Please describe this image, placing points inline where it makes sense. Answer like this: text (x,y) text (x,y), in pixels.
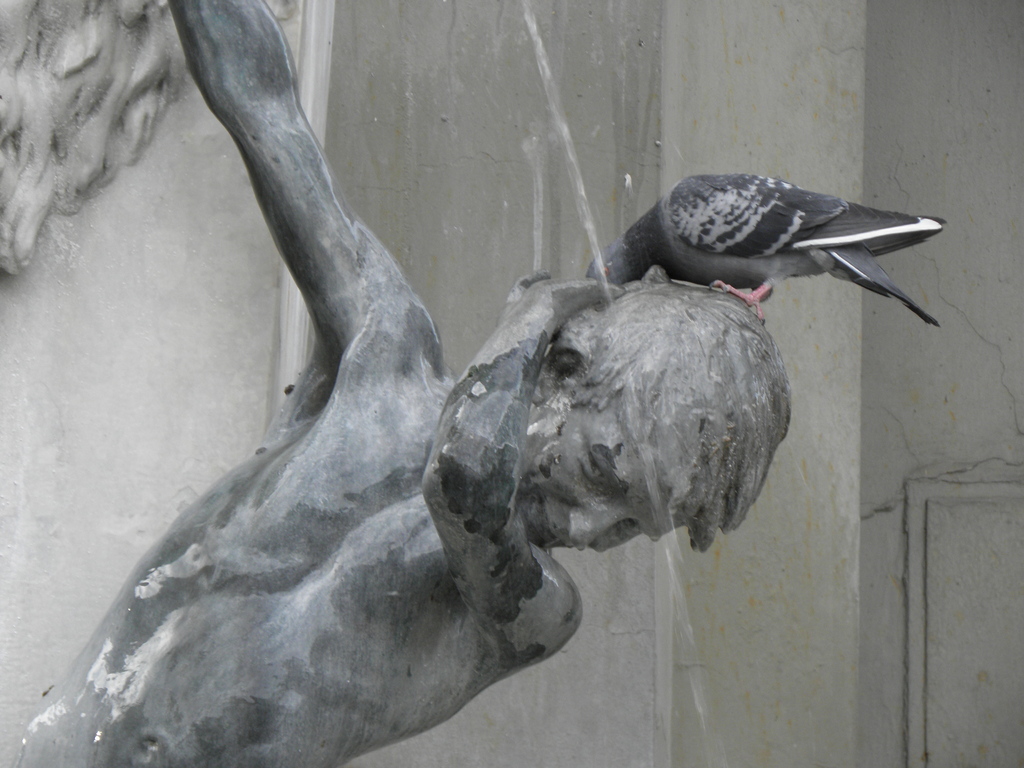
In this image there is a statue (401,523) of a person (612,423). On it there is a pigeon (724,245). In the background (648,100) there is a wall (636,108).
